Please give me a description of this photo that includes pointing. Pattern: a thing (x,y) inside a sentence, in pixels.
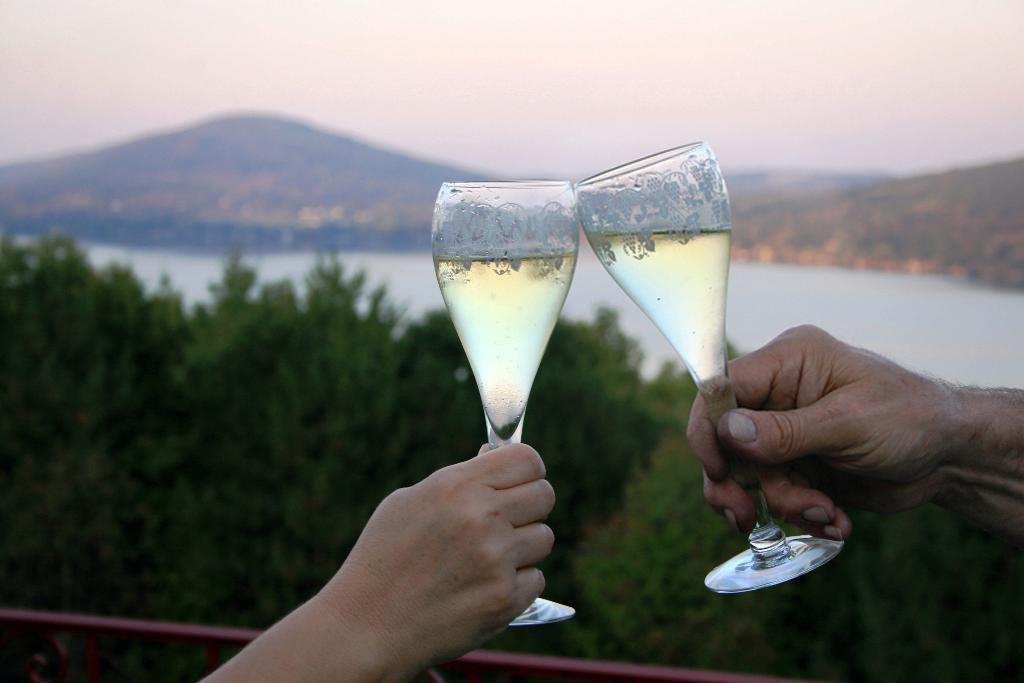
In this image we can see two persons (538,467) hands (528,451) holding glasses (550,317) with some drink (555,291) in it, there we can see few trees (71,404), water (593,274), a fence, few mountains (985,203) and the sky (531,74).
